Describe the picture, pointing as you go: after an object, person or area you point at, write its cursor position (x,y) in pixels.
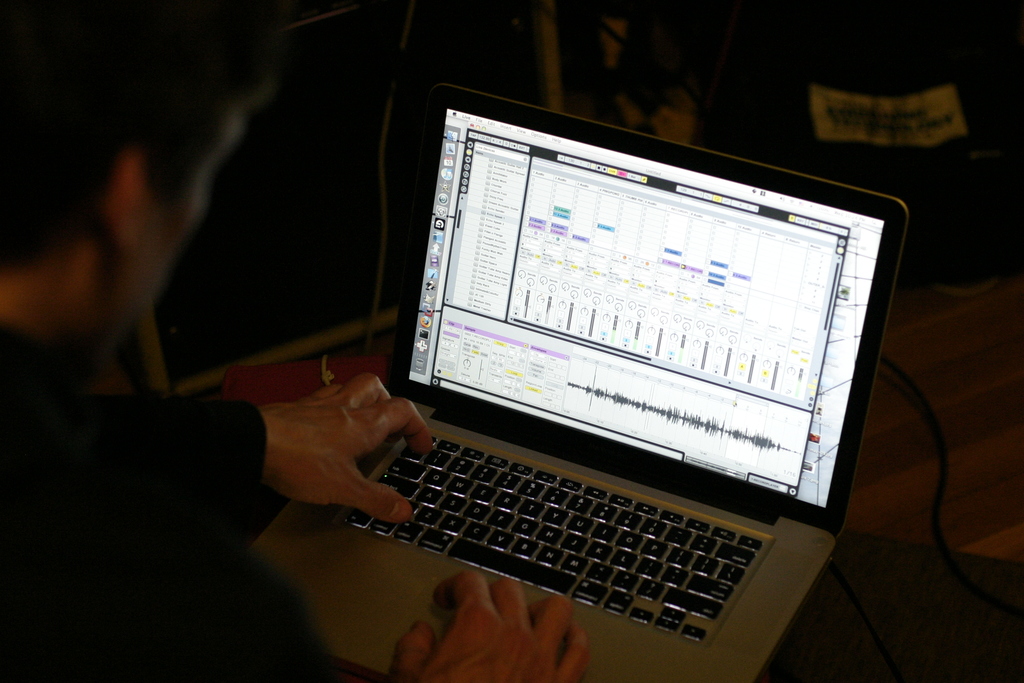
In this picture there is a man (230,645) and we can see laptop (512,574) and cables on the platform (885,535). In the background of the image (807,124) it is dark.
